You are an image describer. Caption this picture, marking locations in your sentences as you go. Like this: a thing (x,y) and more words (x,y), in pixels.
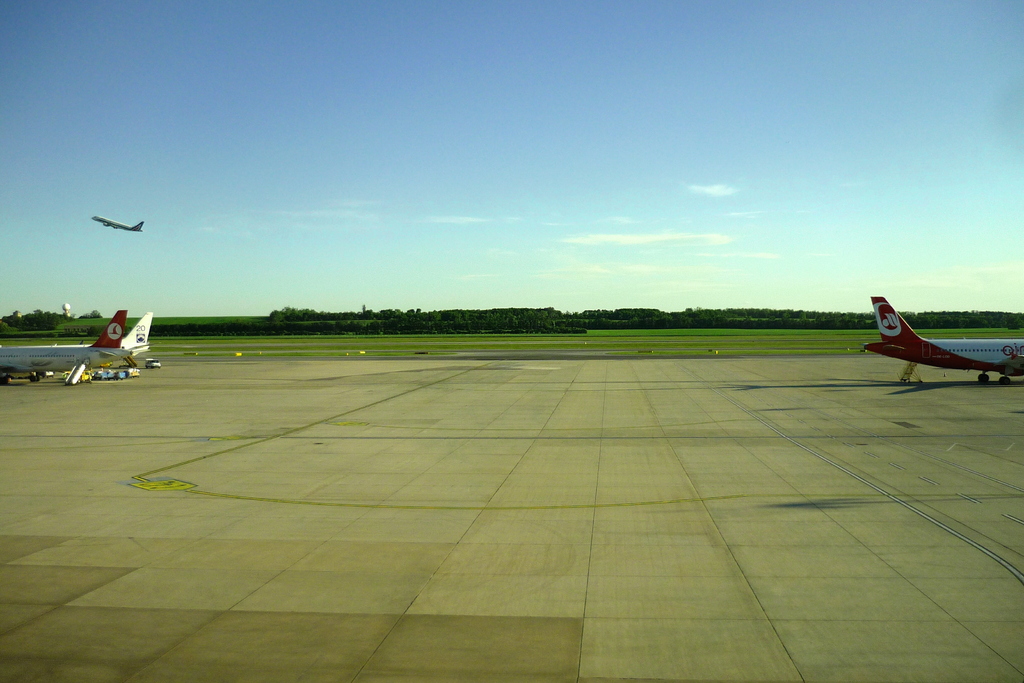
In the foreground of the image (364,407) we can see the floor (595,630) and some marks (155,484) on the floor (293,505). In the middle of the image (446,319) we can see the airplanes (32,347), grass (532,345) and trees (495,320). On the top of the image (164,227) we can see the sky (411,92).
